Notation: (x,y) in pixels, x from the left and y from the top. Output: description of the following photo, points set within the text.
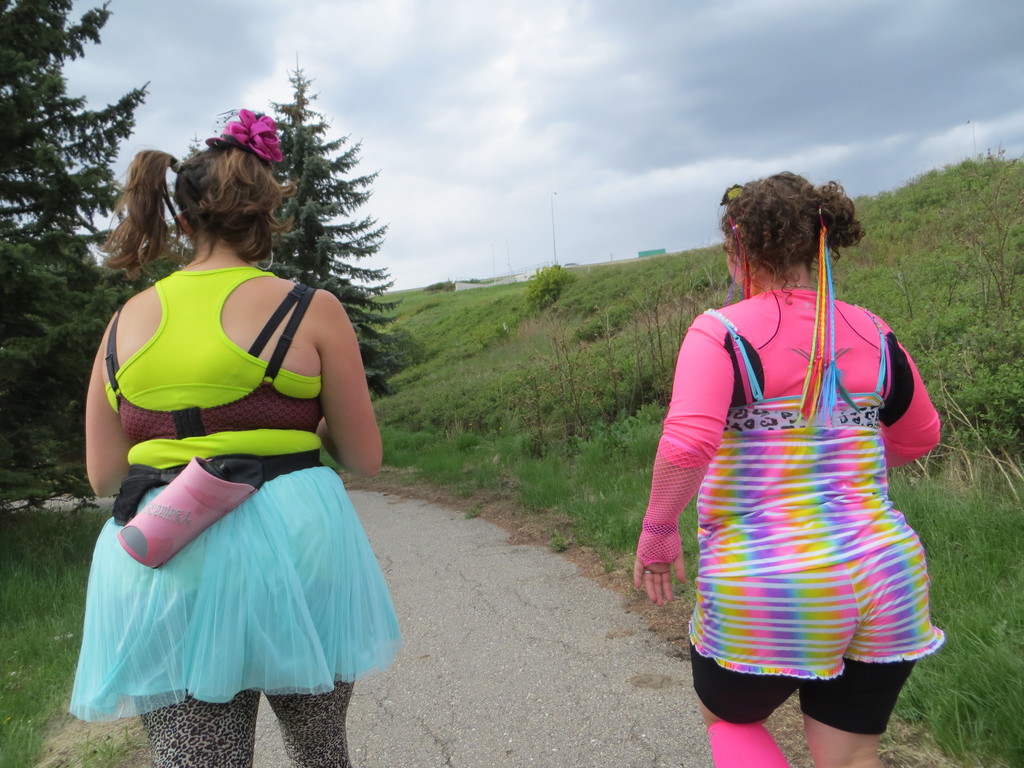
In this image, I can see two persons (741,715), pathway (421,515), trees (317,263) and plants (597,283). In the background (396,159), there is the sky (529,103).
